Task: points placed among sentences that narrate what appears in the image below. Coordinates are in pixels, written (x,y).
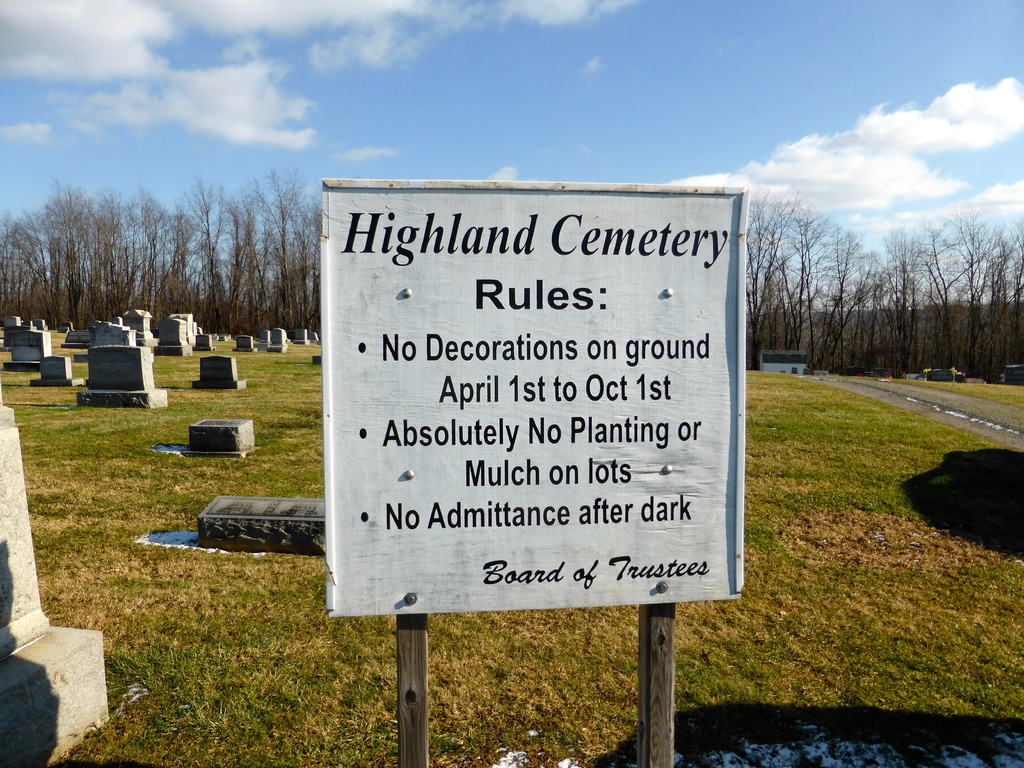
In front of the image there is a board (388,554) with text (527,237) on it. Behind the board (484,539) on the ground (196,501) there are graves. In the background (790,361) there is a house (773,367) and also there are trees (36,273). At the top of the image (669,65) there is sky (770,145) with clouds (284,92).
